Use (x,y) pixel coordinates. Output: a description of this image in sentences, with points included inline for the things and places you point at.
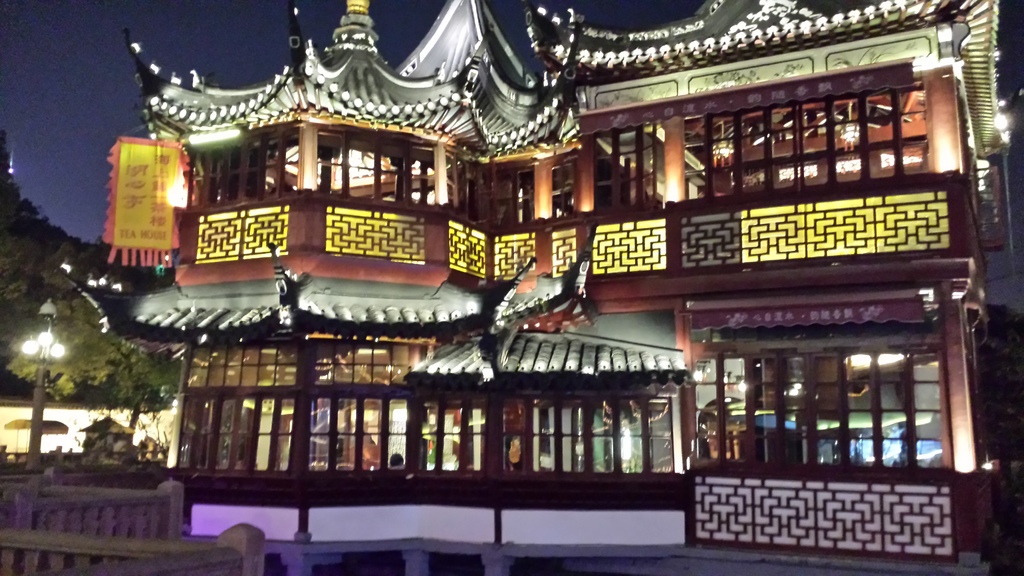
In the image there is a building (744,176) with glass windows (659,125), walls (868,209), roofs (452,109), pillars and also there is a banner (148,206) hanging to the pole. To the left corner of the image (97,509) there is a railing (102,509) and also there is a pole (38,357) with lights (57,349). And in the background (44,272) there are trees (18,259) and also there is a sky (194,39).
